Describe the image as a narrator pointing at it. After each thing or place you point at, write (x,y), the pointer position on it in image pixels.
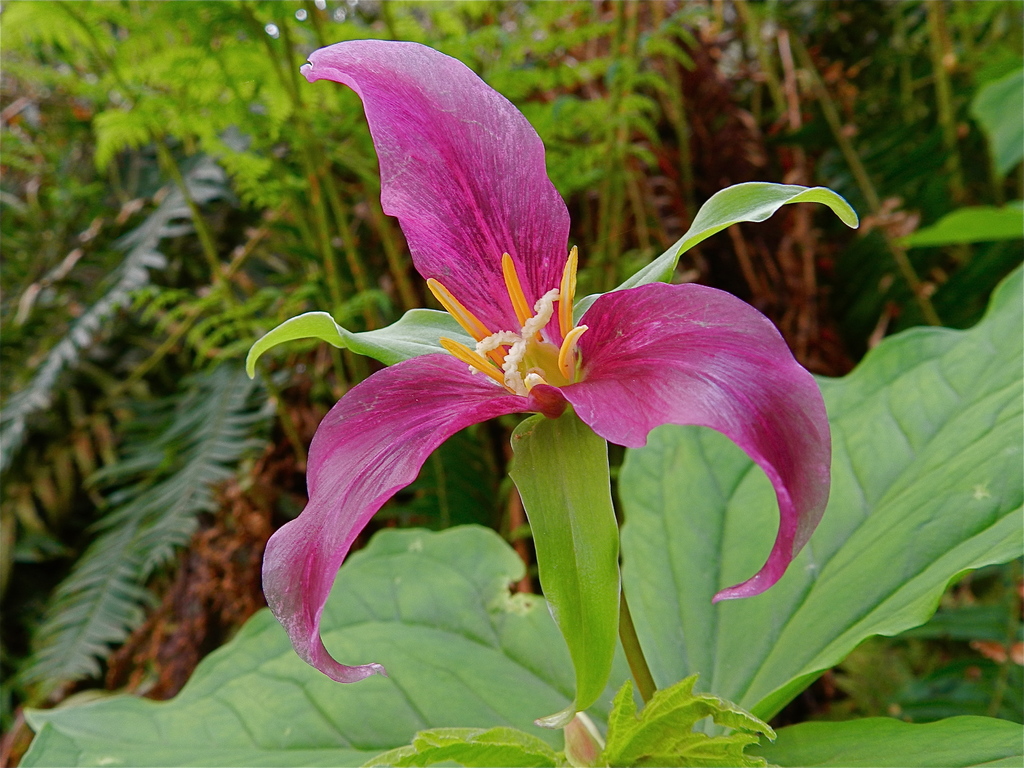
In this image there is a flower (675,322) to the stem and there are few plants (244,112).
